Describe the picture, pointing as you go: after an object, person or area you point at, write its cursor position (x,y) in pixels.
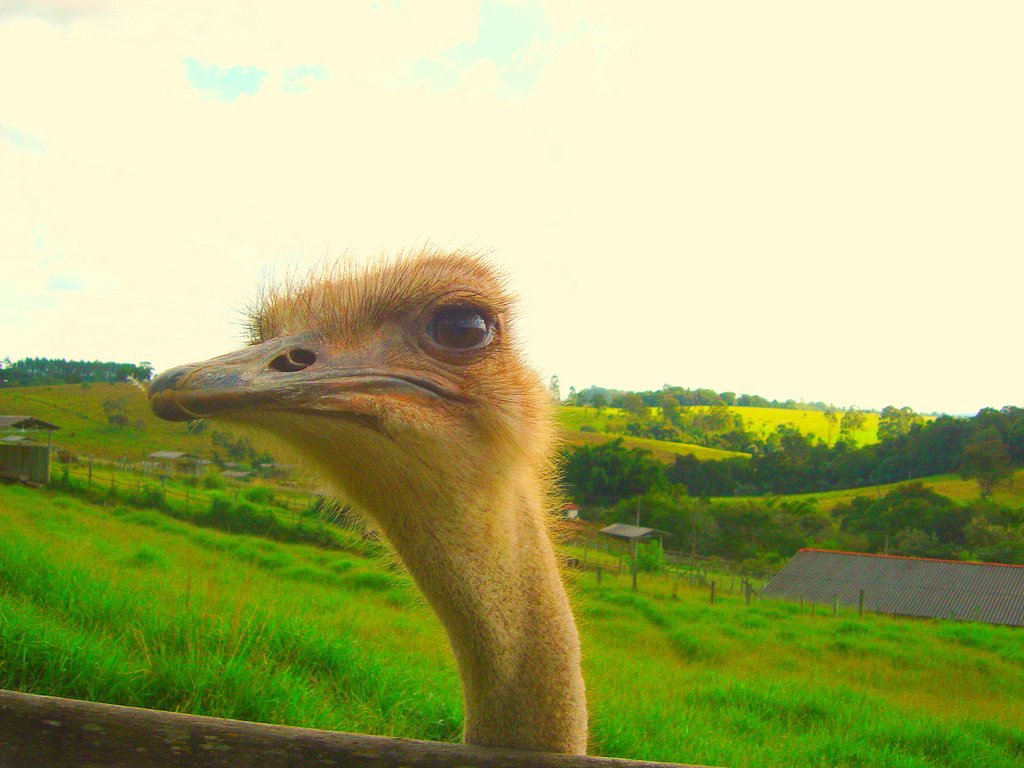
This is ostrich (472,507), these are trees (1002,435), this is sky (551,155).
